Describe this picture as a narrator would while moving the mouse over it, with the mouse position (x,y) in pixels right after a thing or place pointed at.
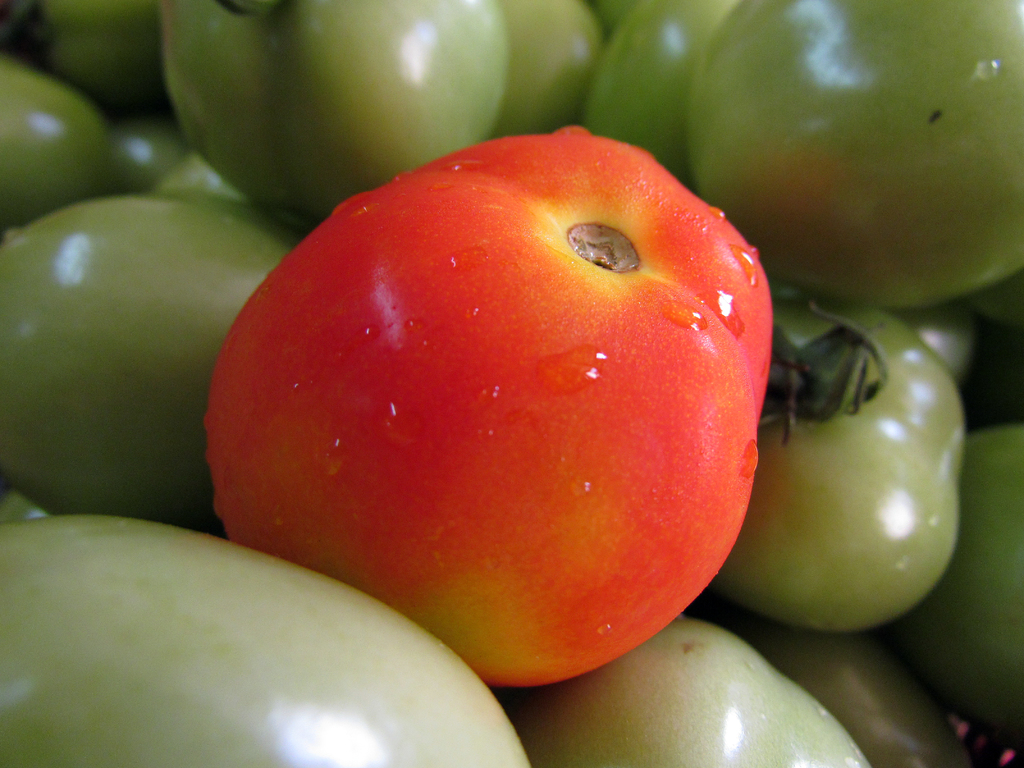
In this picture I see number of tomatoes (599,128) in front (450,690) which are of green in color and in the middle of this picture (457,309) I see a red color tomato (577,281) and I see water droplets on it.
